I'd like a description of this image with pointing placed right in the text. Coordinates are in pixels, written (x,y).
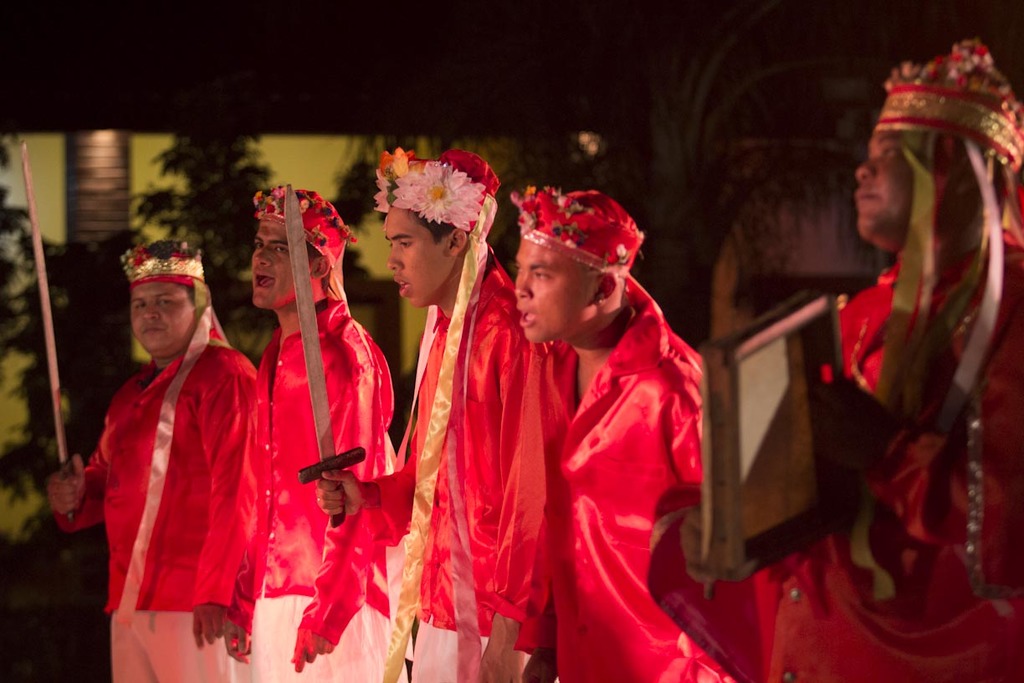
In this image In the foreground (480,249) I can see few persons (944,416) wearing colorful dresses (342,401), two of them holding sword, in the background (43,196) it might be the wall (13,161), in front of the wall (59,185) I can see trees (26,211) and on the right side (874,384) person (905,443) holding might be a frame (749,458).
